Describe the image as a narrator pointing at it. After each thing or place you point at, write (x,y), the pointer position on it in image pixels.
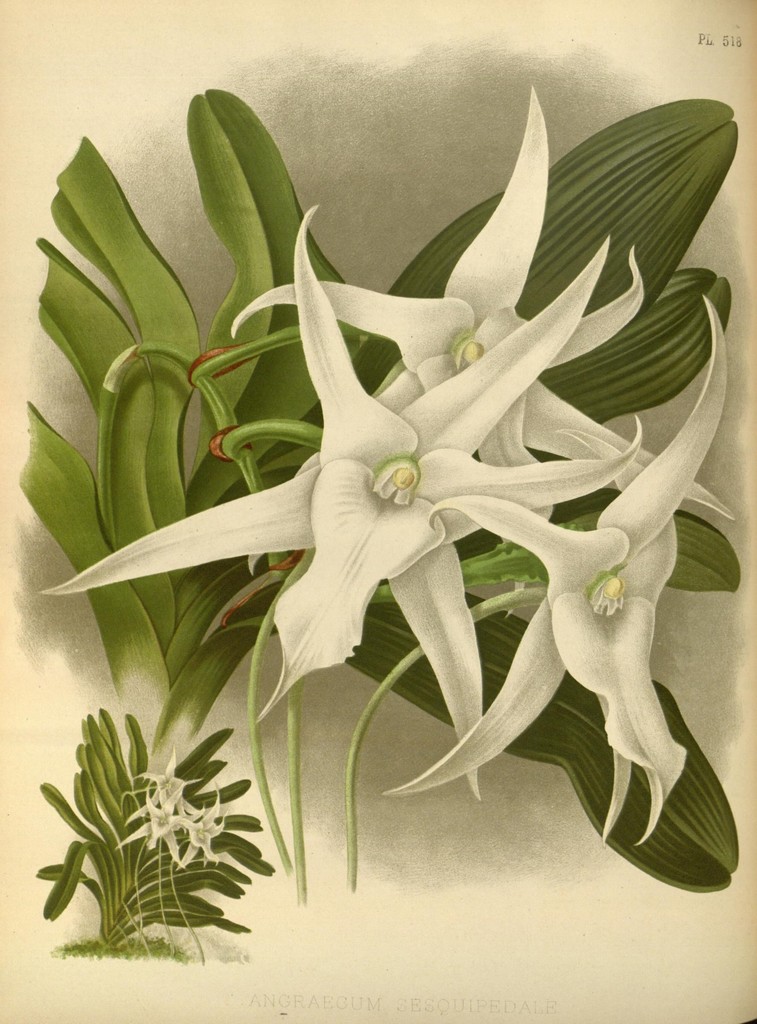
In this picture we can see art (392,586) of flowers (380,466) and leaves (165,323).
